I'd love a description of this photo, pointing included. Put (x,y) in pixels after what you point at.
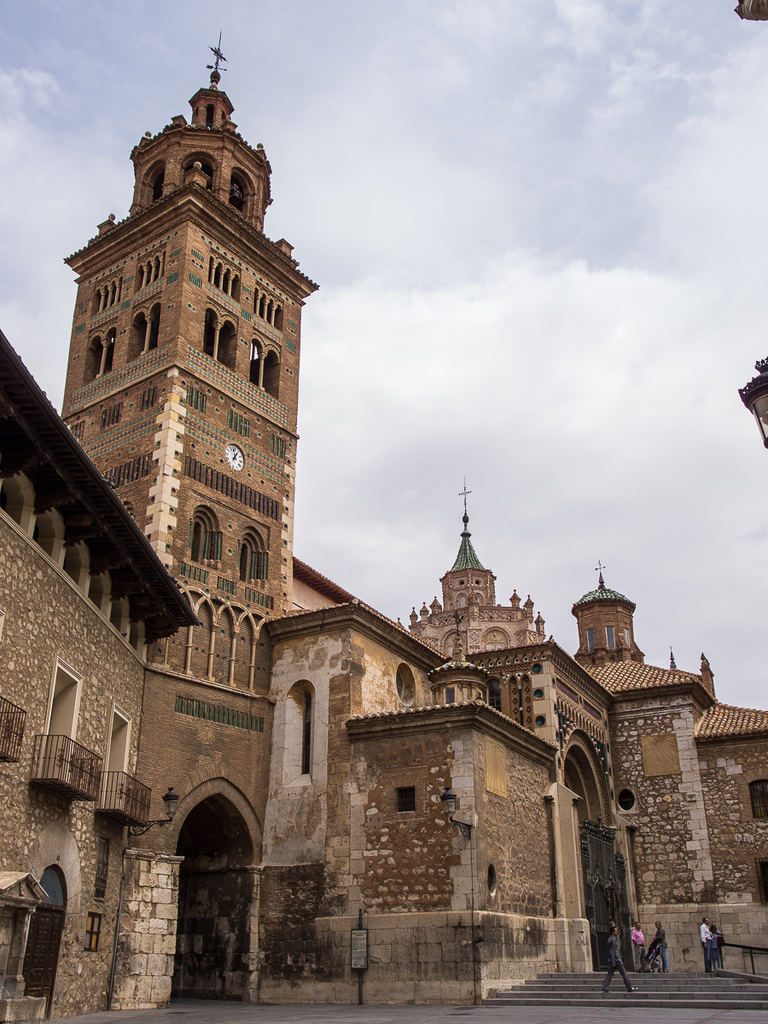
In this image we can see a building (340,780) with arches (236,815), pillars (214,347), windows (57,679) and balconies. Also there are steps (649,985). And we can see few people (635,945). In the background (544,261) there is sky (422,215) with clouds (477,211).
